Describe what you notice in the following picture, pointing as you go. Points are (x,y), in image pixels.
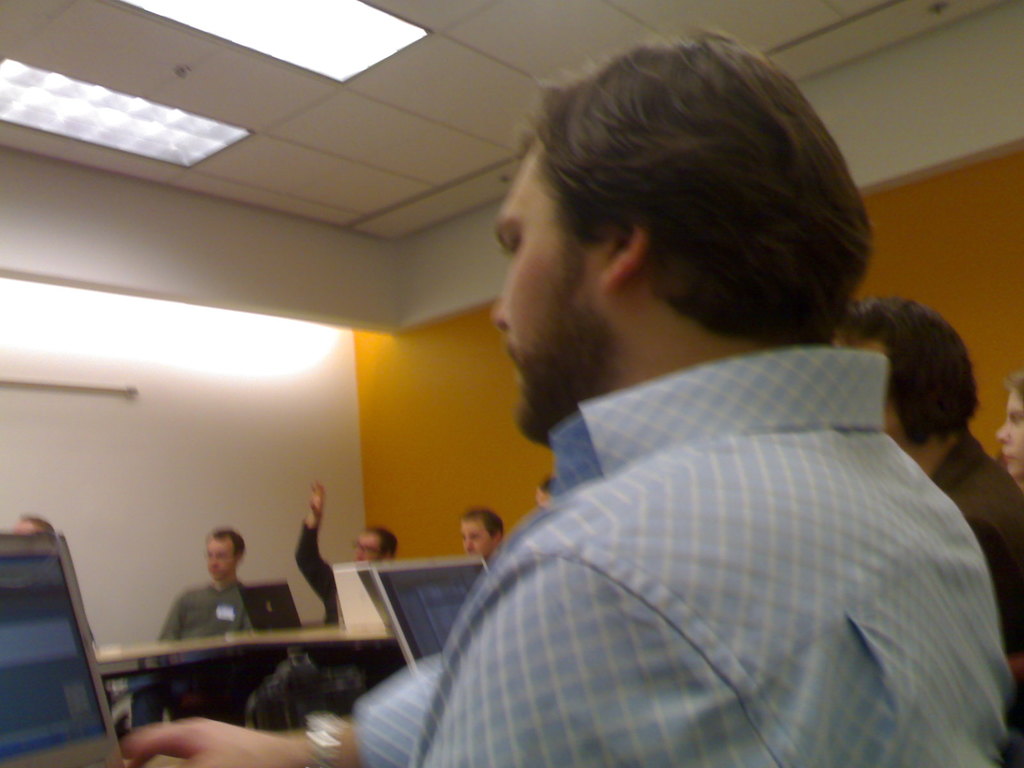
This is an inside view of a room (781,328). Here I can see a man (684,403) sitting and looking into the laptop (31,672). In the background (485,524) I can see some more people (362,552) sitting in front of the table (190,657). On the table (344,630) there are few laptops (362,609). In the background (335,445) there is a wall (305,453) and at the top (296,42) there are few lights (168,126).
